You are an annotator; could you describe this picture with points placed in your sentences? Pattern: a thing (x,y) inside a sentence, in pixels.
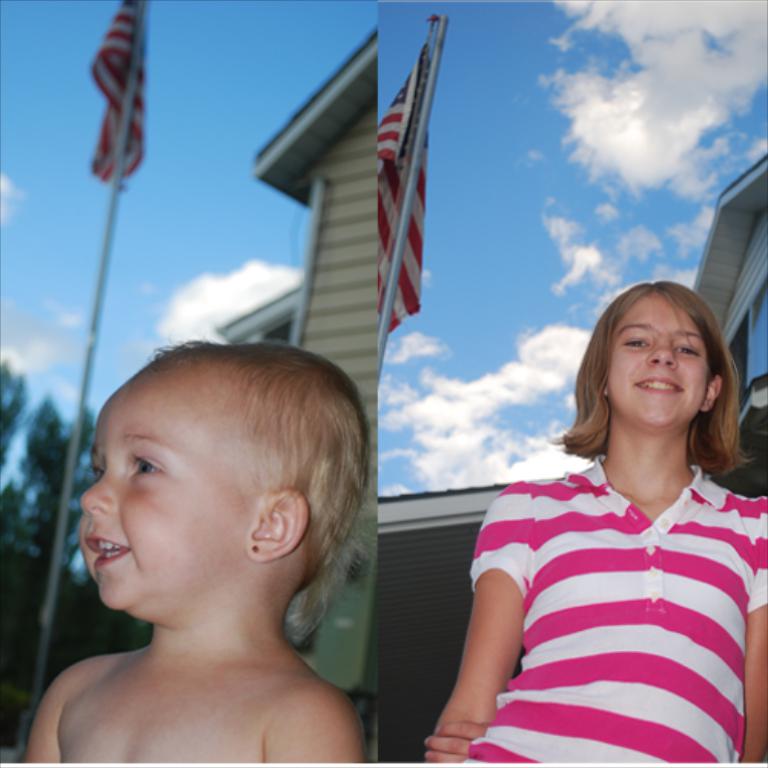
This is a collage picture and in this picture we can see a child (206,570), girl (581,441) smiling, flags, buildings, trees (55,417) and in the background (259,143) we can see the sky (79,136) with clouds (641,119).
